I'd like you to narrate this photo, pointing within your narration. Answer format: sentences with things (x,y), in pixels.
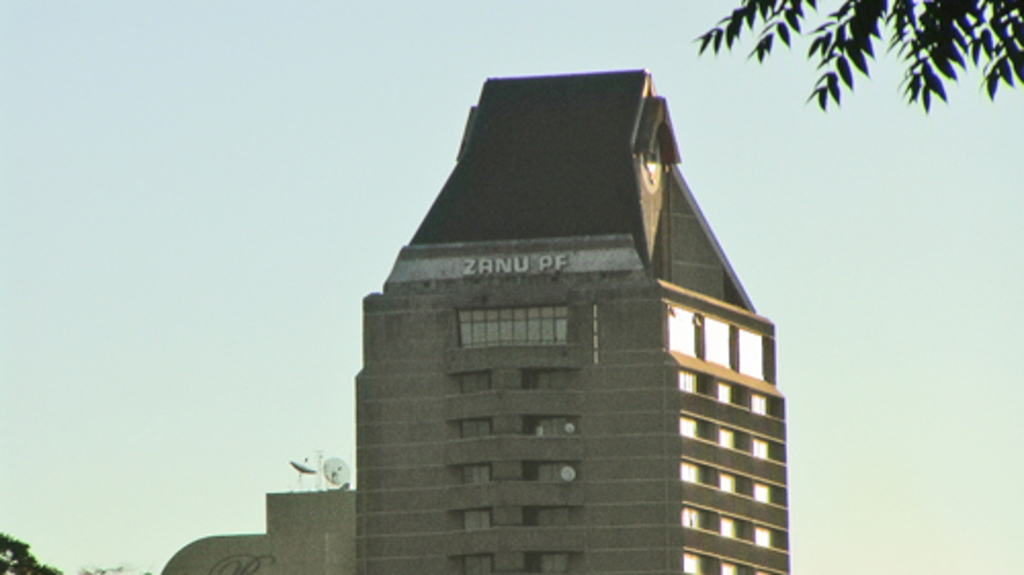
In this image we can see tower building (403,479), trees (935,7) and plain sky (309,420) in the background (988,111).
